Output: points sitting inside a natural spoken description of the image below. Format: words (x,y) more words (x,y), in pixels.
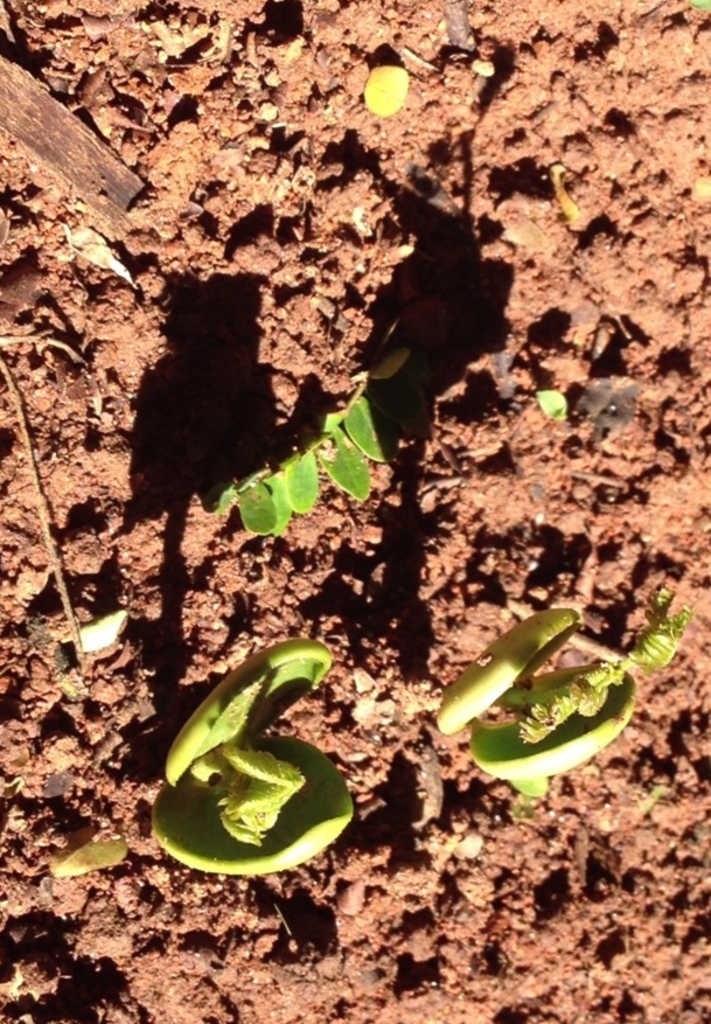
In this image I can see few plants (278,510) in green color and I can see the brown color background (673,701).
